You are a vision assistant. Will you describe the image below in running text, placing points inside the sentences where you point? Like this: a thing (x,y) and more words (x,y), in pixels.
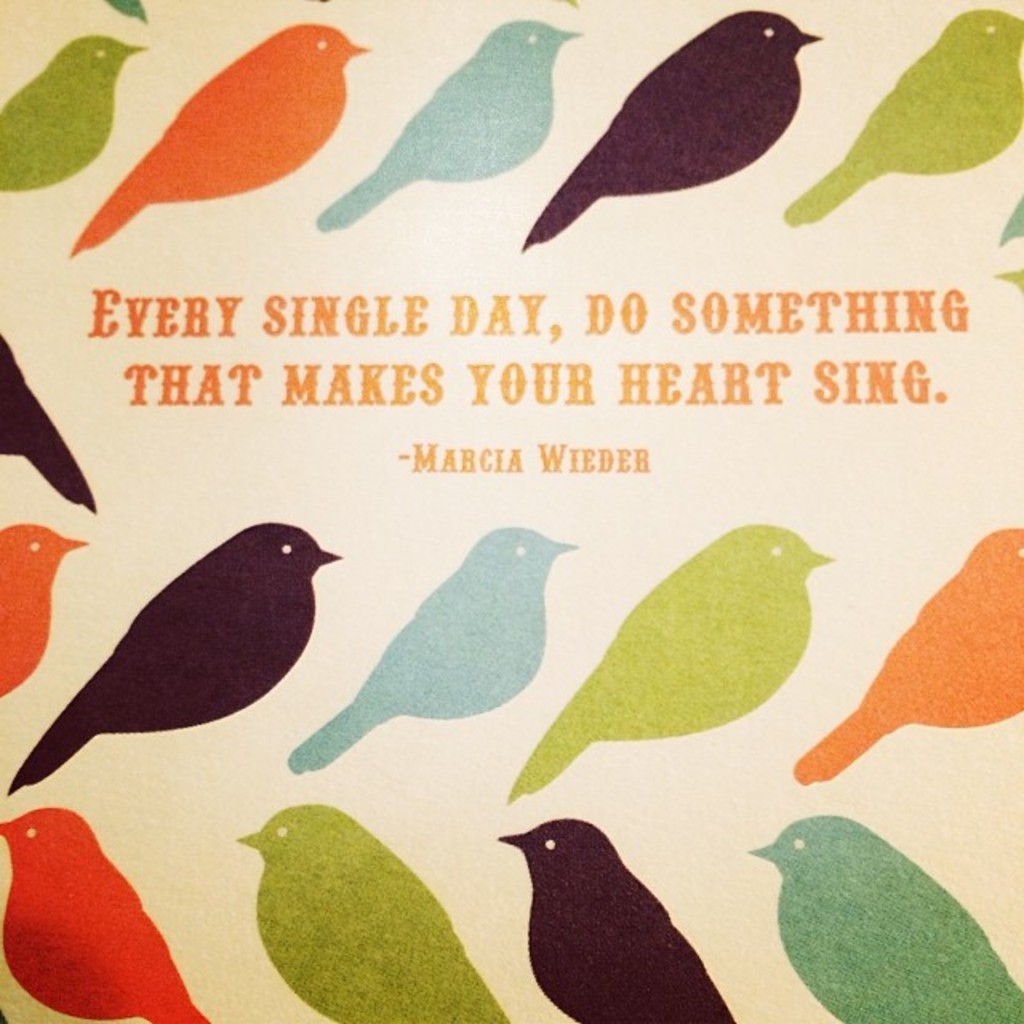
In this picture we can see some depictions (648,663) of birds (487,681), there is some text (700,388) in the middle (491,450).
